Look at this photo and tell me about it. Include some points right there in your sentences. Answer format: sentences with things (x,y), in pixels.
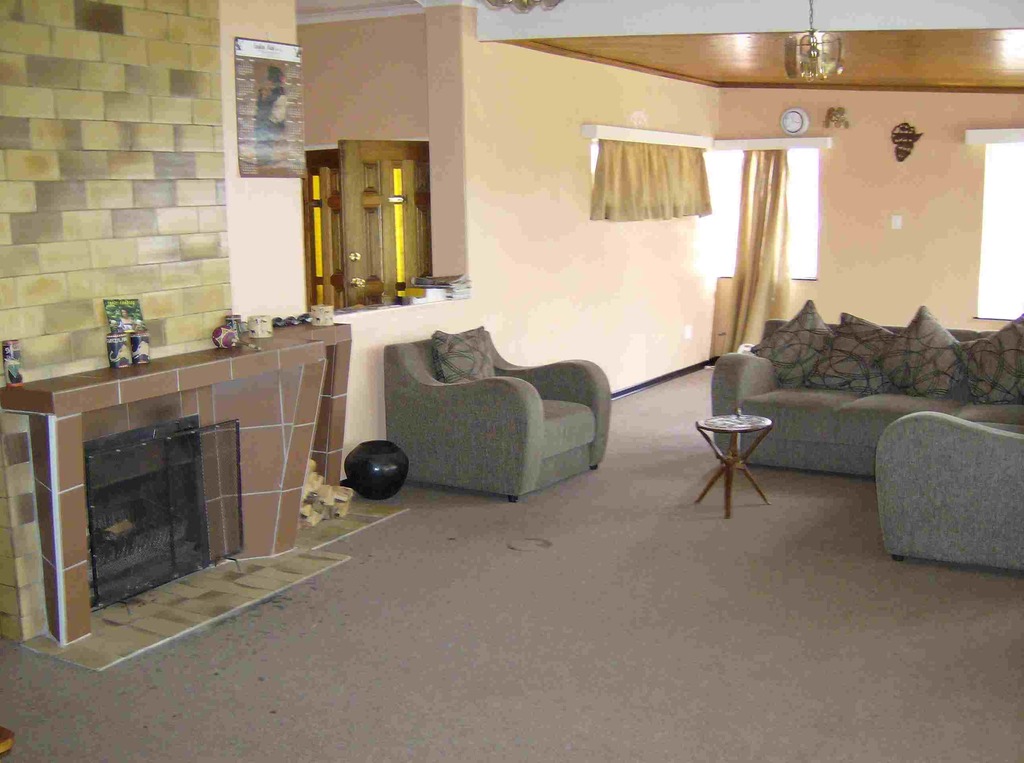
In this image I see a sofa set (421,421), a table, curtains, wall (754,112) and the windows (710,170).
